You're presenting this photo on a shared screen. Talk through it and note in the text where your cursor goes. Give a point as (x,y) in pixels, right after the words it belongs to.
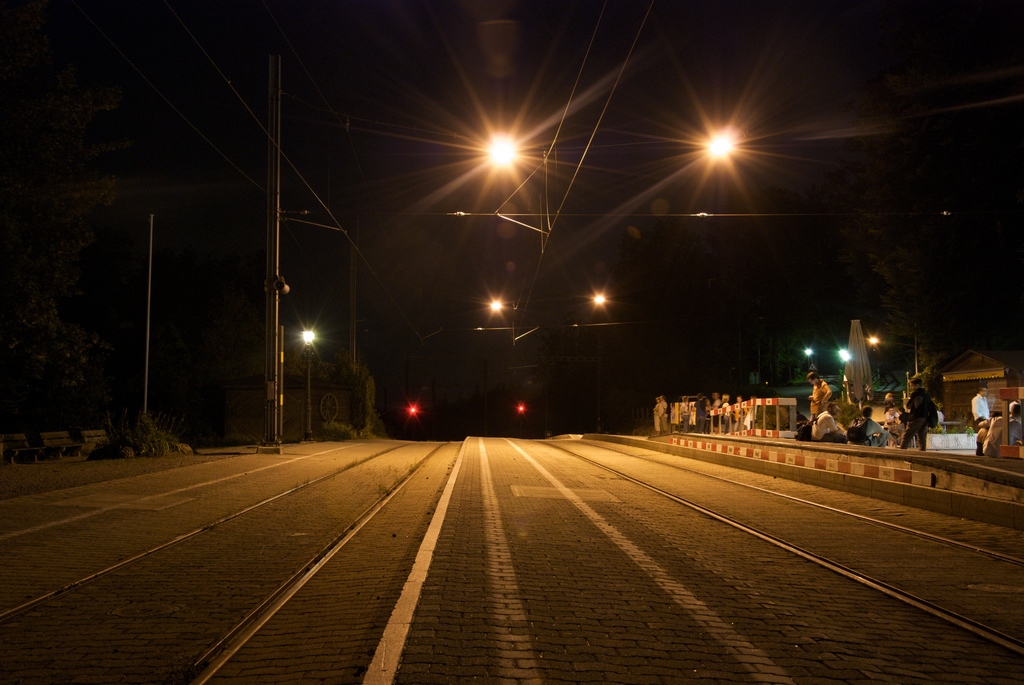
In the picture we can see a road (673,628) on the right hand side of the road (613,589) we can see a platform (678,447) with some people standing on it and on the opposite side, we can see some benches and poles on the path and on the top of the road (487,598) we can see some electrical wires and lights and in the background (842,105) we can see dark and on the road (694,468) we can see some tracks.
